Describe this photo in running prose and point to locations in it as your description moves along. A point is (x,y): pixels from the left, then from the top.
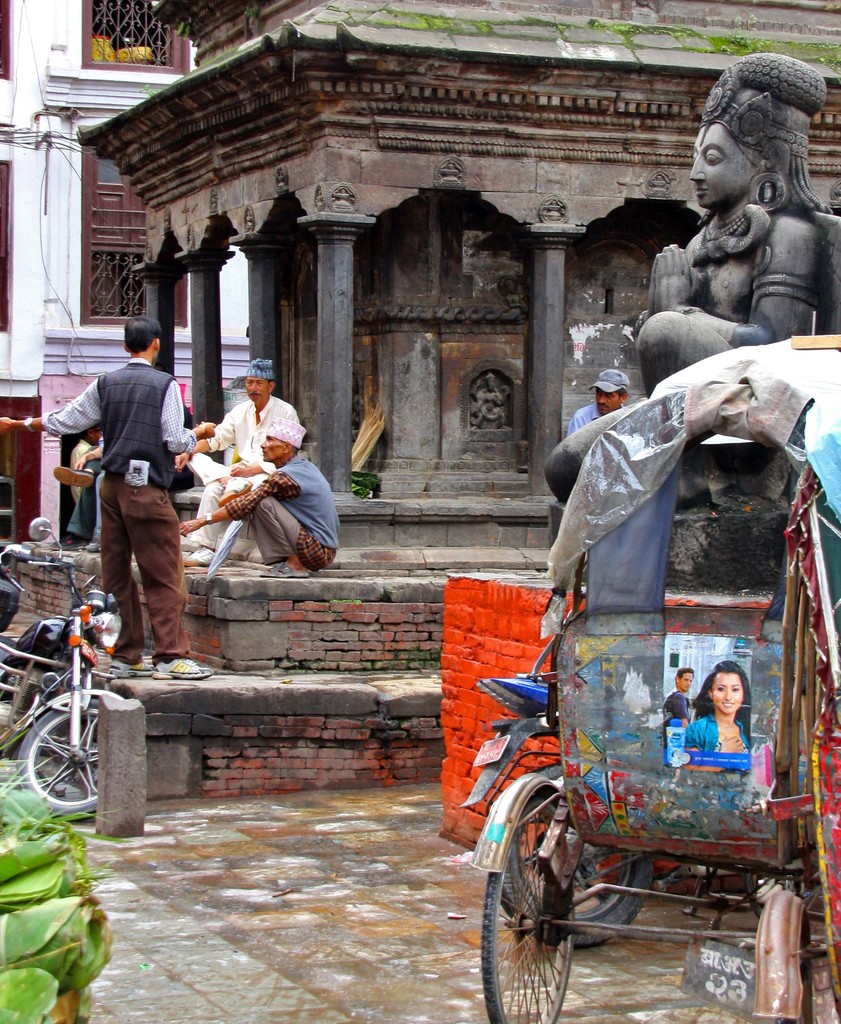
In this image we can see buildings (413,364), grills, statues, persons (230,514) sitting on the pavement (78,572), motor vehicles (55,656), leaves (46,818), floor (301,834) and a rickshaw (675,750).
